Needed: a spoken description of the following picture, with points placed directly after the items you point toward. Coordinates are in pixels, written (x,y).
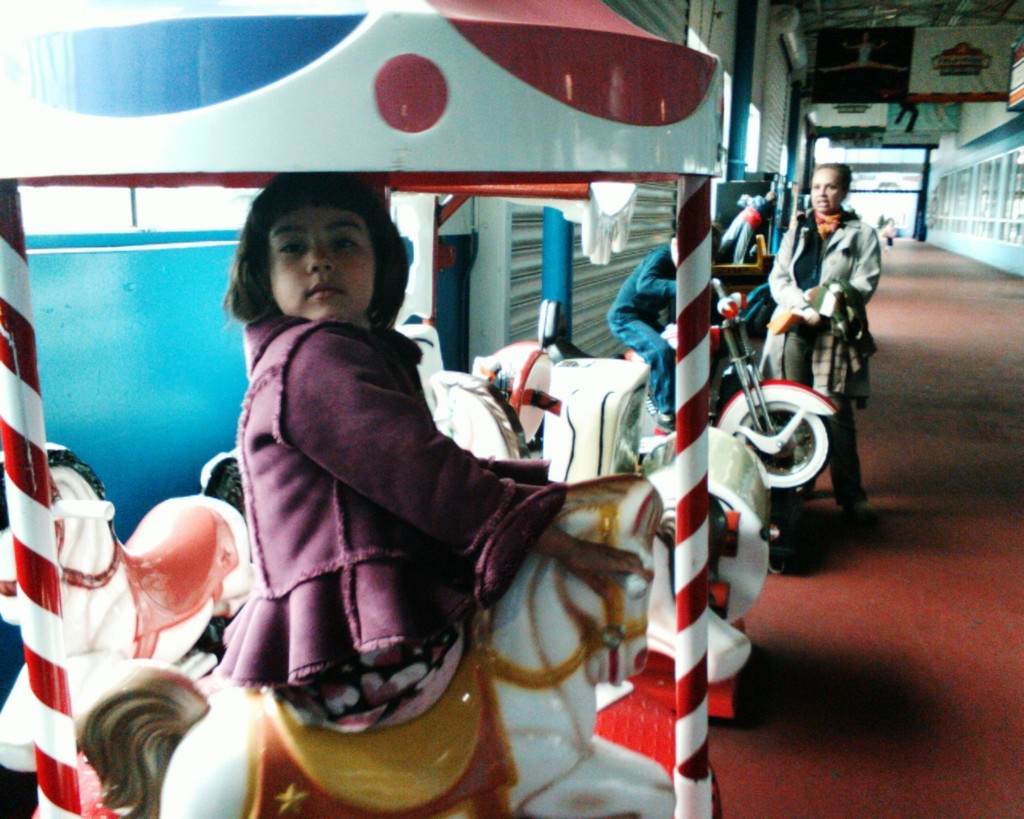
There is a girl (397,479) sitting on toy horse (462,664), there is a woman (809,268) standing and holding cloth (843,337) and there is a kid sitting on bike (715,325). We can see wall (995,233), banners (832,88) and floor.
